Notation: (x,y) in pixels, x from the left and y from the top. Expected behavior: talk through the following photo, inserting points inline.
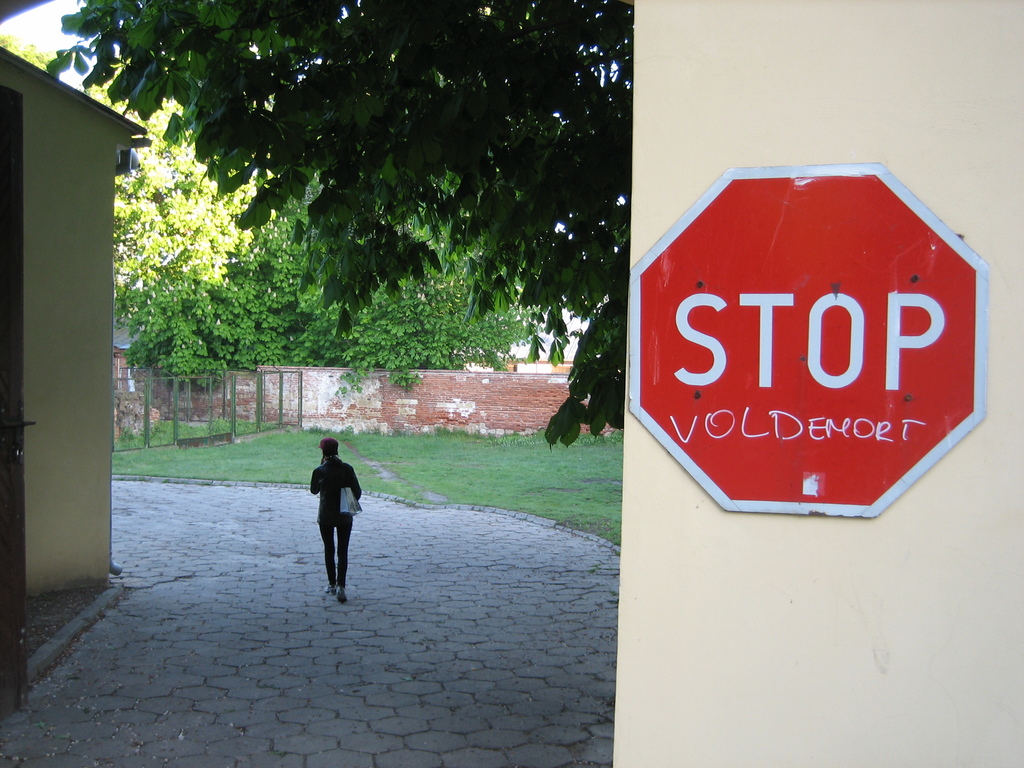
In this image we can see a person (324,505) walking on the floor (413,628). Here we can see grass (412,491), fence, and walls (95,175). In the background (236,268) there are trees (462,246).
